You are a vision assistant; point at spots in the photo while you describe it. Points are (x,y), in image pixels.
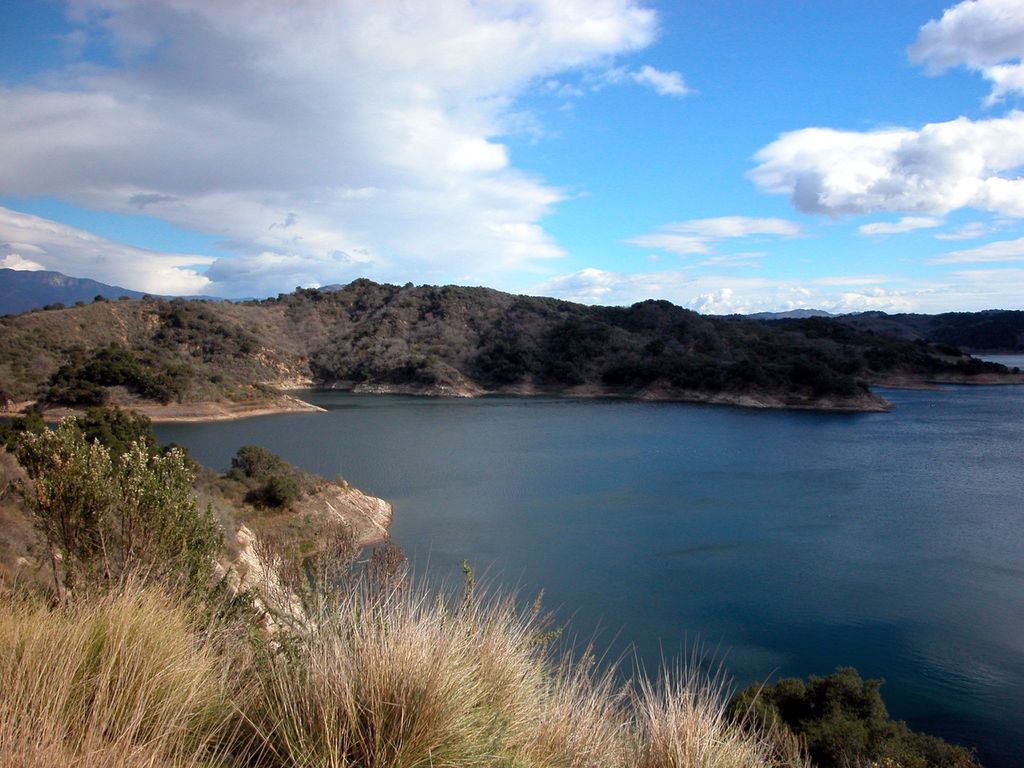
In the image there is a lake (748,575) in the front (747,589) with trees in front of it the hills (67,354) and above its sky (689,180) with clouds (783,176).
